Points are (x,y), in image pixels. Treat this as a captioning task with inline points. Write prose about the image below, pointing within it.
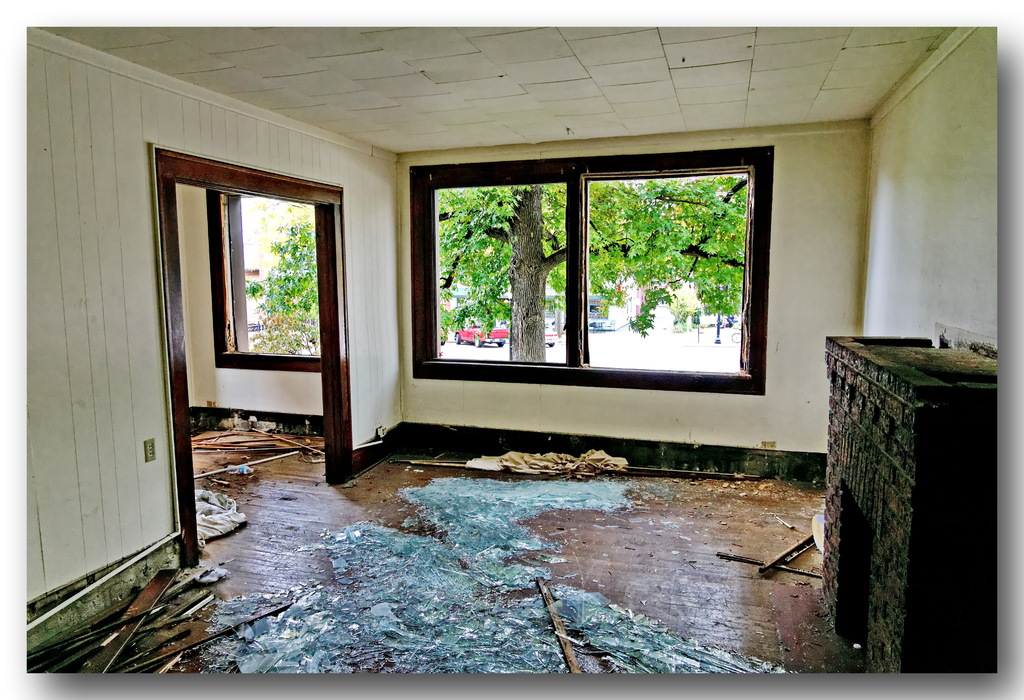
This picture is taken inside the room (695,498) in which there is a window (646,349) in the middle (645,299). Through the window (612,337) we can see that there is a tree (517,280). Behind the tree (486,307) there is a car (476,333). At the bottom (315,553) there is a wooden floor (317,519) on which there are broken pieces of glasses (389,608) and wooden sticks (161,599).
